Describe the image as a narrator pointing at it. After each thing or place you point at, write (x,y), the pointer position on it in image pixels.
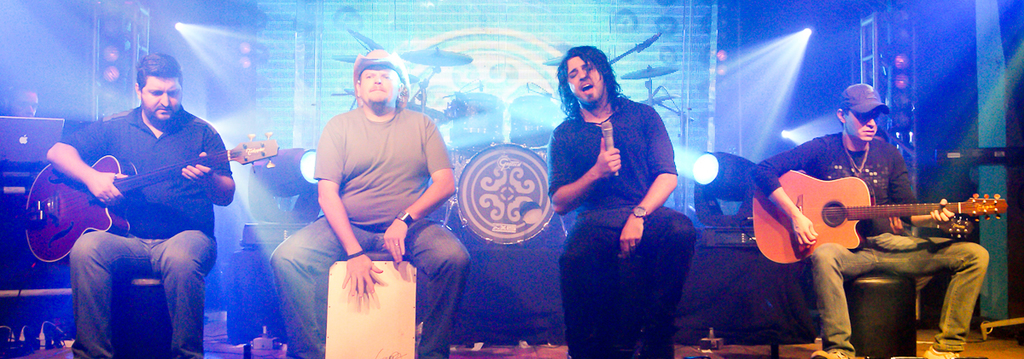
Here we can see four people (554,146) sitting on chairs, starting from the left this guy (117,145) is holding a guitar (68,192) or playing a guitar (119,225) and this guy (371,183) is playing a drum (386,303) and this guy (611,173) is having a microphone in his hand (600,167) and he is singing and the guy (885,164) the right side (861,175) is playing a guitar (973,199), behind them there are special lights (710,156) the background is colorful at the left side (15,100) we can see a guy (26,91) with a laptop (37,127) with him.
